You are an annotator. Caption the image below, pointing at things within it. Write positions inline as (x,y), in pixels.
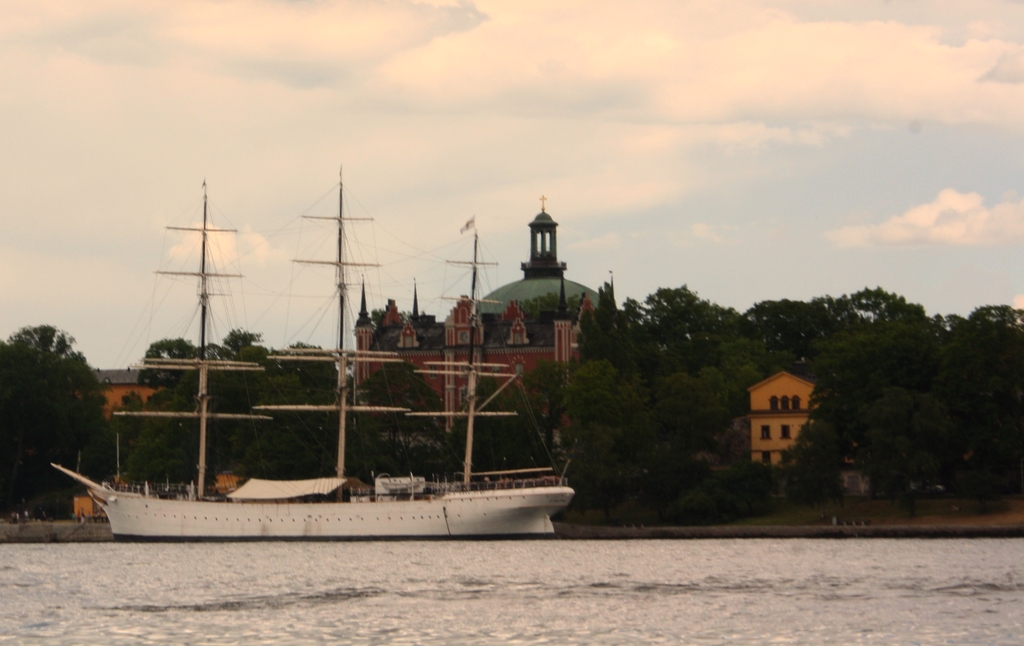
In this image there is a ship (311,493) on the river (379,542). In the background (291,365) there are trees (950,374), buildings (544,355) and the sky (728,210).
